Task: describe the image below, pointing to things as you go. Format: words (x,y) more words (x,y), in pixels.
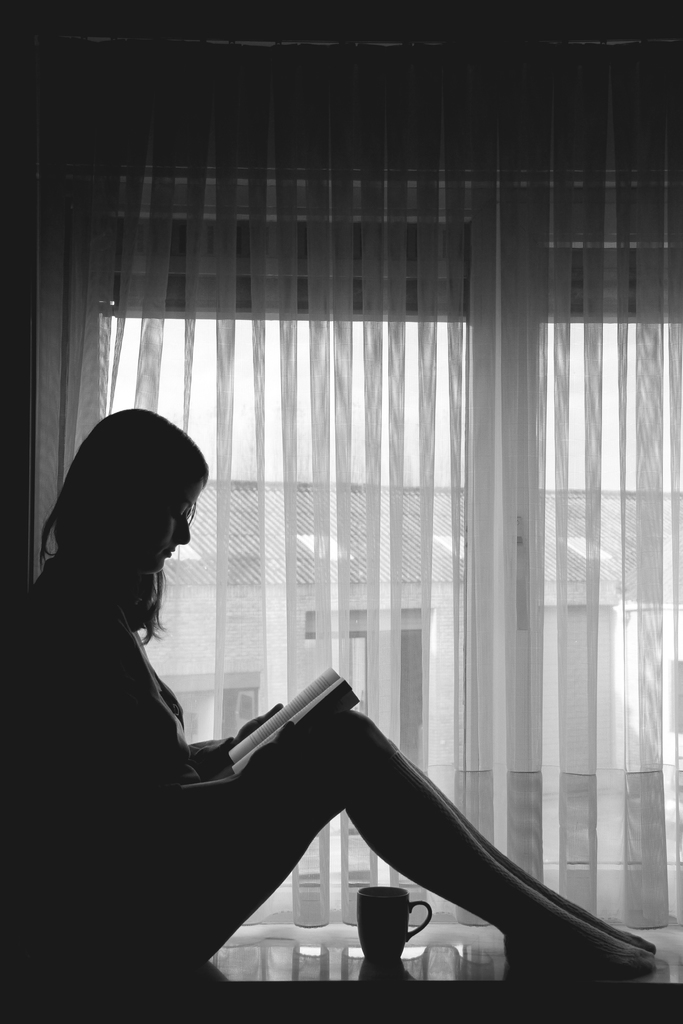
There is a woman (67,813) sitting and holding a book (322,675) and we can see cup (365,959) on the platform (291,976), beside her we can see curtains (652,613), through these curtains (646,659) we can see building (385,596) and sky (300,376).
